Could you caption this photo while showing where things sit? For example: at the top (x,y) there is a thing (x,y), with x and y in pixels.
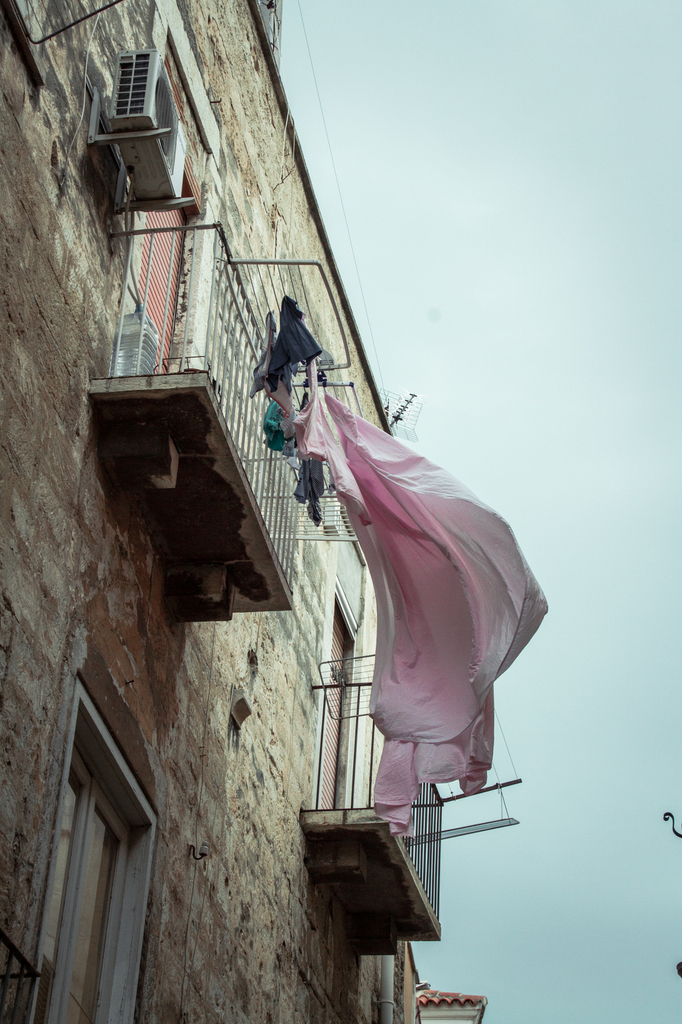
In this picture there is a building (38,45). Here we can see windows (180,310), balcony (397,843) and clothes (392,608). On the right (620,150) we can see sky (612,288) and clouds (612,244). On the top left corner (132,166) there is a split AC (157,140).
